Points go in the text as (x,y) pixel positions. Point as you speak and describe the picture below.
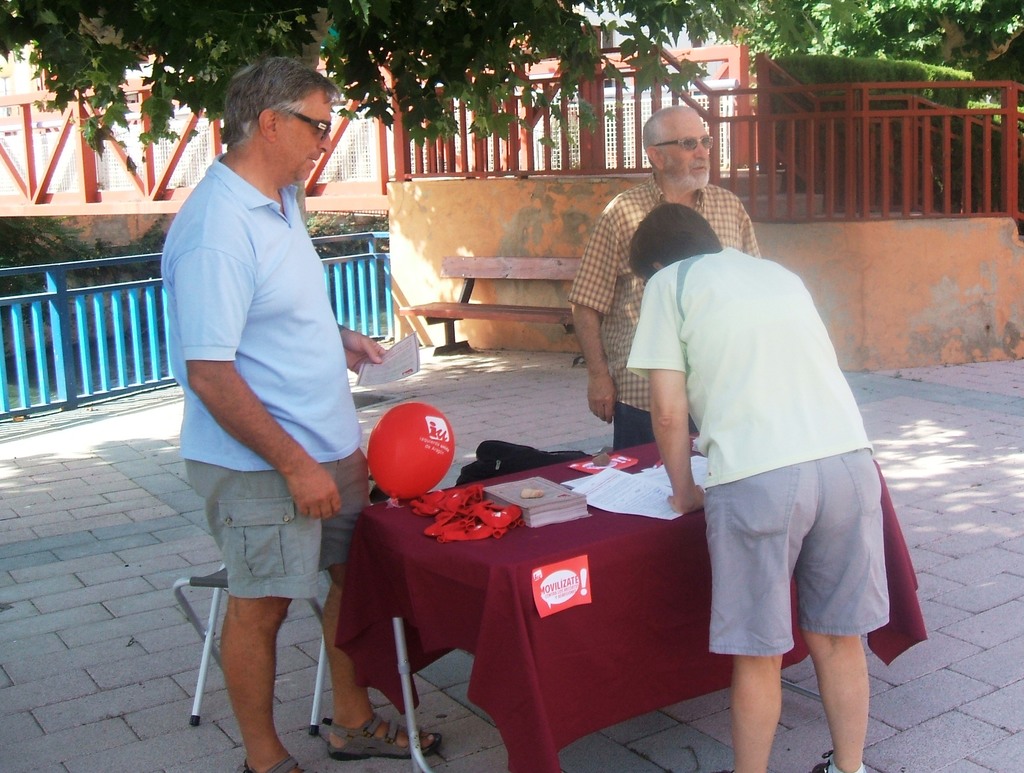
In this image I can see three people (176,363) standing. In front of them there is a table (480,546). On the table (552,541) there are some books (523,485), papers (645,511) and the balloon (416,451). At the back (480,105) there are some trees (662,37) and the railing (988,187).
